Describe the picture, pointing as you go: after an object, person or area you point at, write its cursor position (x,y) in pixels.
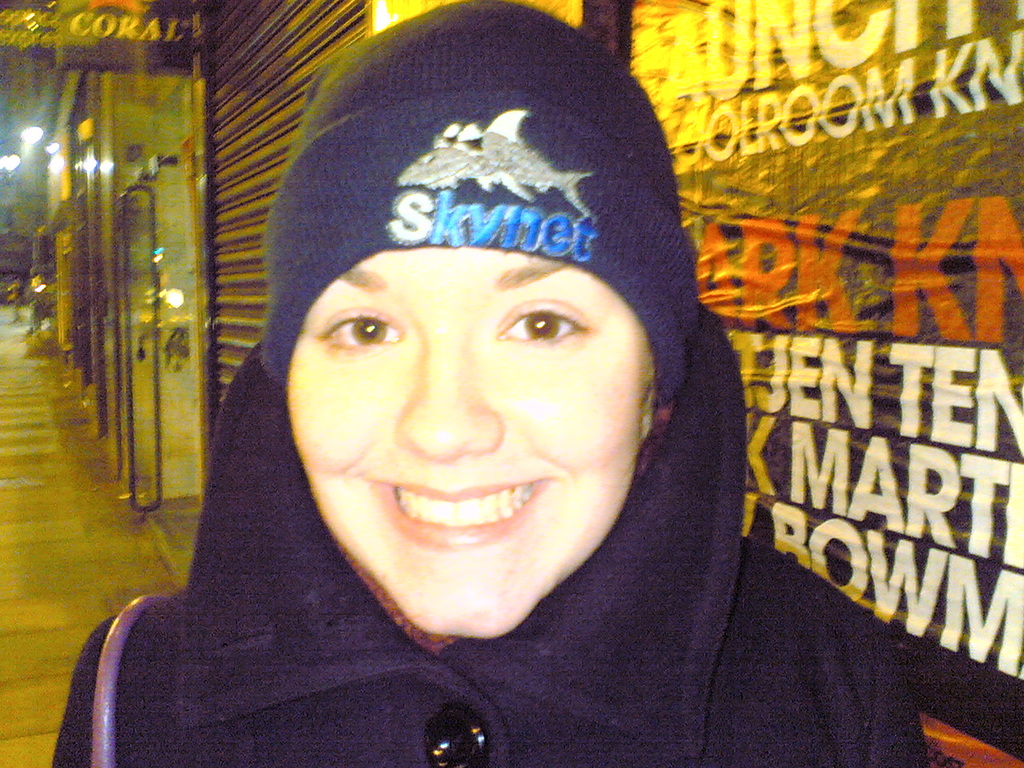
This image consists of a woman (456,664) wearing black dress (271,497). In the background (133,144), there are shops (203,41). At the bottom (41,627), there is a pavement (37,638). To the right (962,474), there is a banner (926,559).
